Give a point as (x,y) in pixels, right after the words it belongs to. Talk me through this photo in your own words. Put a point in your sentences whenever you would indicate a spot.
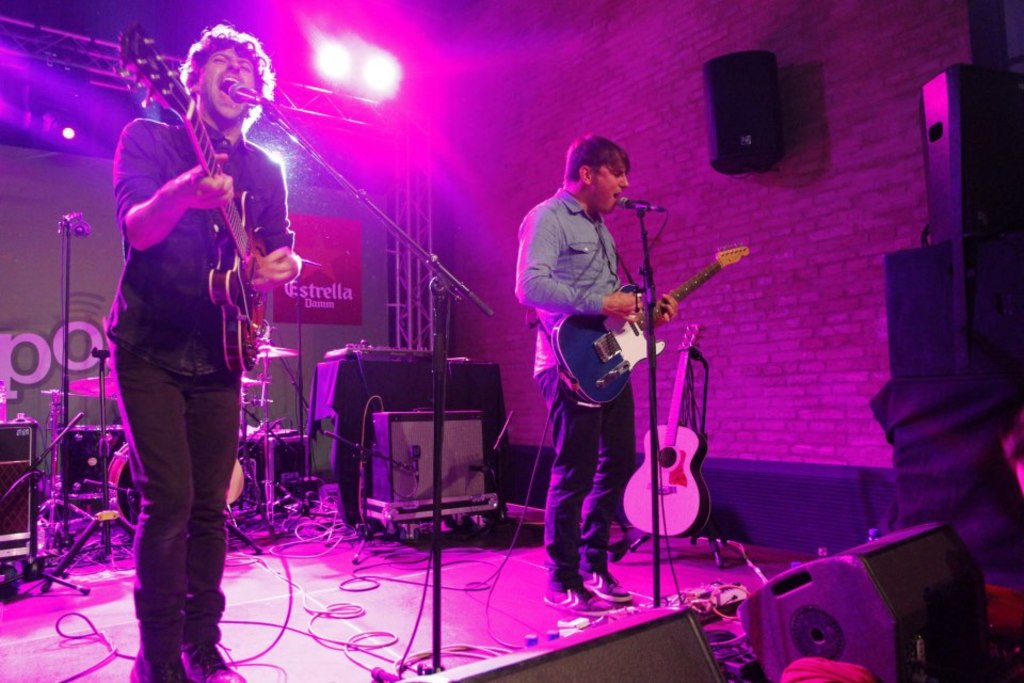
In this image, we can see two men (212,413) are holding guitars (249,328) and playing music. They are singing in-front of microphones (244,86). Here we can see stands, wires (725,590), guitar (663,496), musical instrument (253,449) and boxes (20,463). At the bottom of the image (782,574), we can see few objects (780,641). Background (460,209) we can see brick wall (459,222), banners (367,253), speaker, rods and lights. On the right side of the image (933,302), we can see speakers (926,306).
